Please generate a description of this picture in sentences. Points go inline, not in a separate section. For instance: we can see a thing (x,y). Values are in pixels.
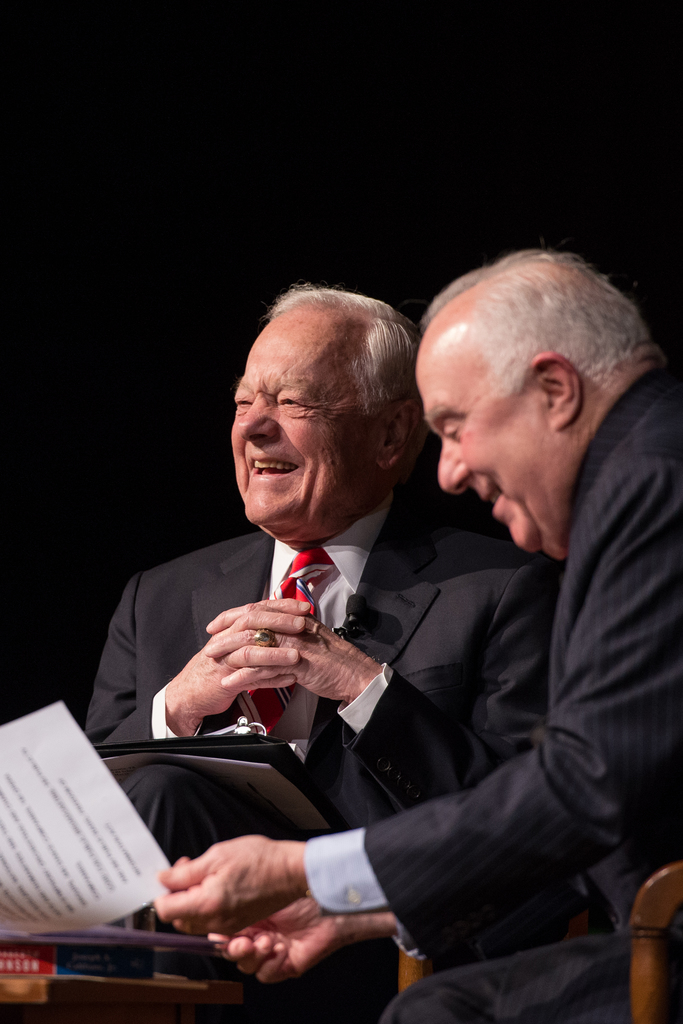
In this image there are two persons (405,682) sit in their chairs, one of them is placed a file (236,762) in his lap (244,788) and the other person (309,847) taking papers (76,916), which is on the table (18,989). The background is dark.
